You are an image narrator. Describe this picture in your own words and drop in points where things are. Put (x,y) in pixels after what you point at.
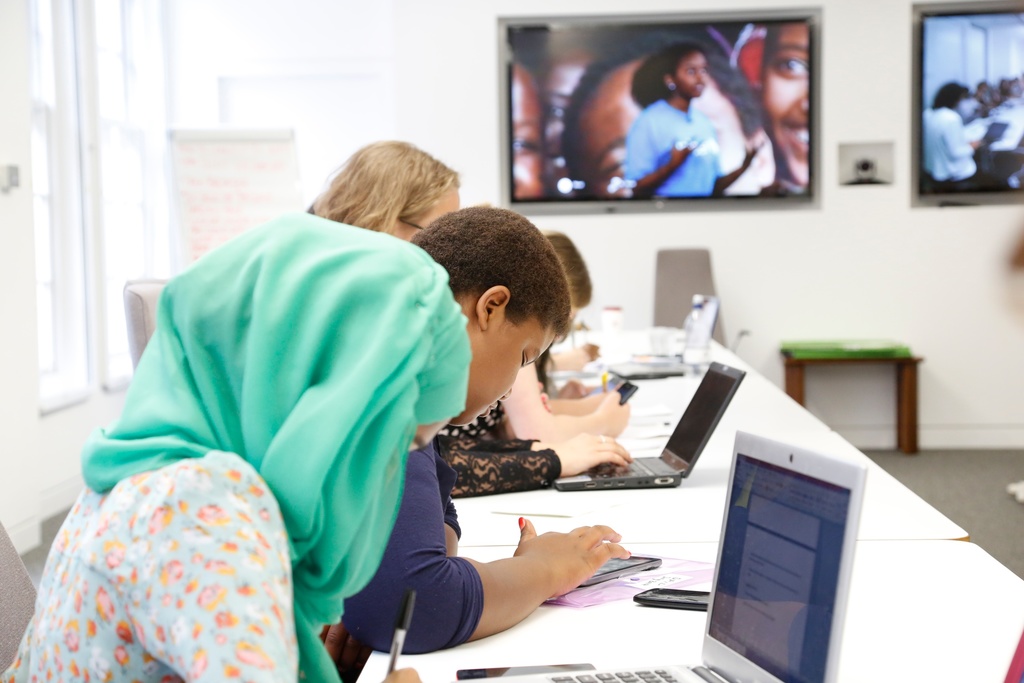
In this image there are group of people (368,354) who are sitting on a chair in front of them there is one table (639,526) on that table (671,647) there are laptops (647,480) and, on the background (668,114) there are two televisions (929,95) and on the left side (295,45) there is a wall (248,80) and on the top of the left side (61,54) there is a window (60,240). On the right side (898,361) there is a stool (854,362) on the floor (899,454).
